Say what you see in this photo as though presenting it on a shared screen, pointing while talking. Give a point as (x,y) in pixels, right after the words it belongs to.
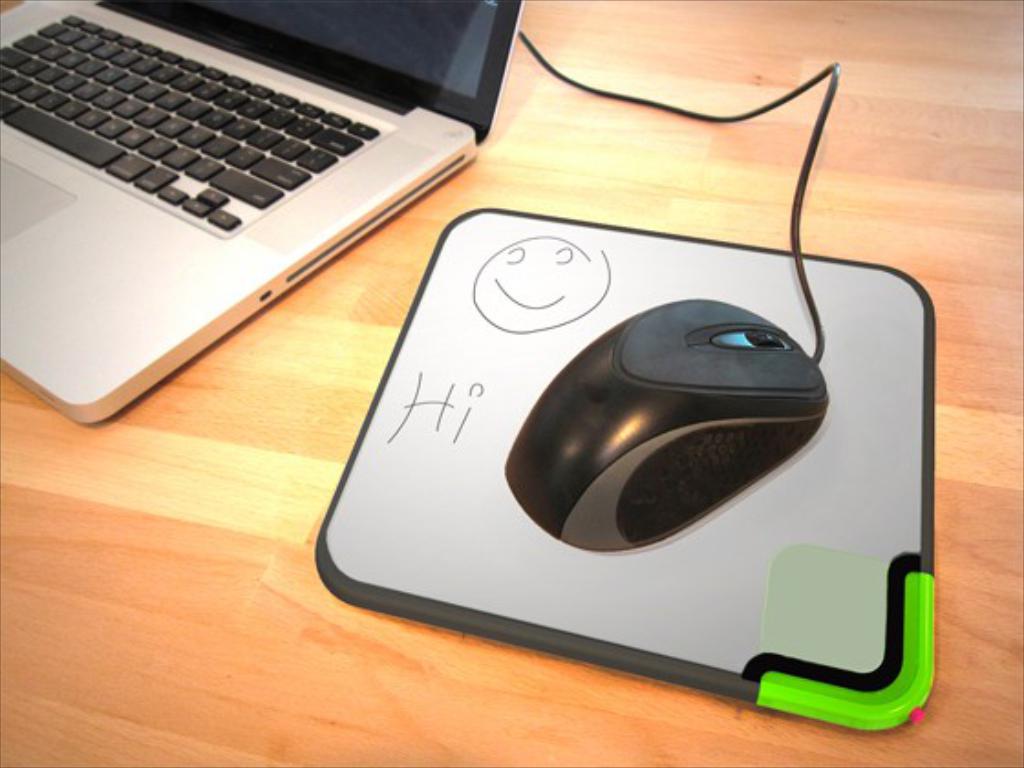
In the image in the center (373,271) we can see one table (659,211). On the table (272,455), there is a laptop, mouse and one white and black color object (481,439).
